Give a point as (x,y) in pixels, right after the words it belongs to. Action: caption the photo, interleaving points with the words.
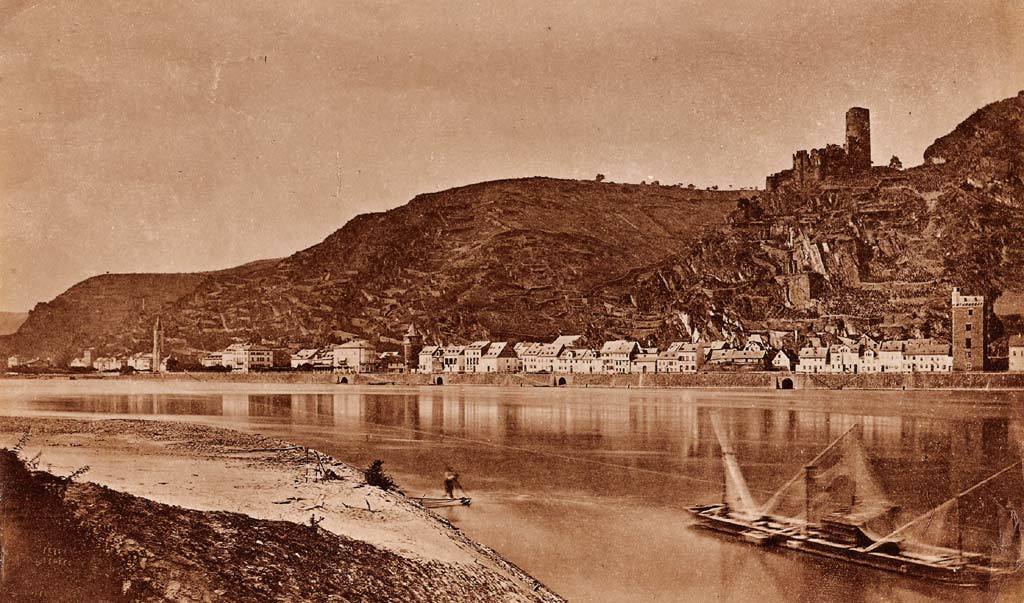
In this picture we can see a boat (734,466) on the water (687,485), in the background (530,355) we can find few buildings (513,362) and hills (690,274).
